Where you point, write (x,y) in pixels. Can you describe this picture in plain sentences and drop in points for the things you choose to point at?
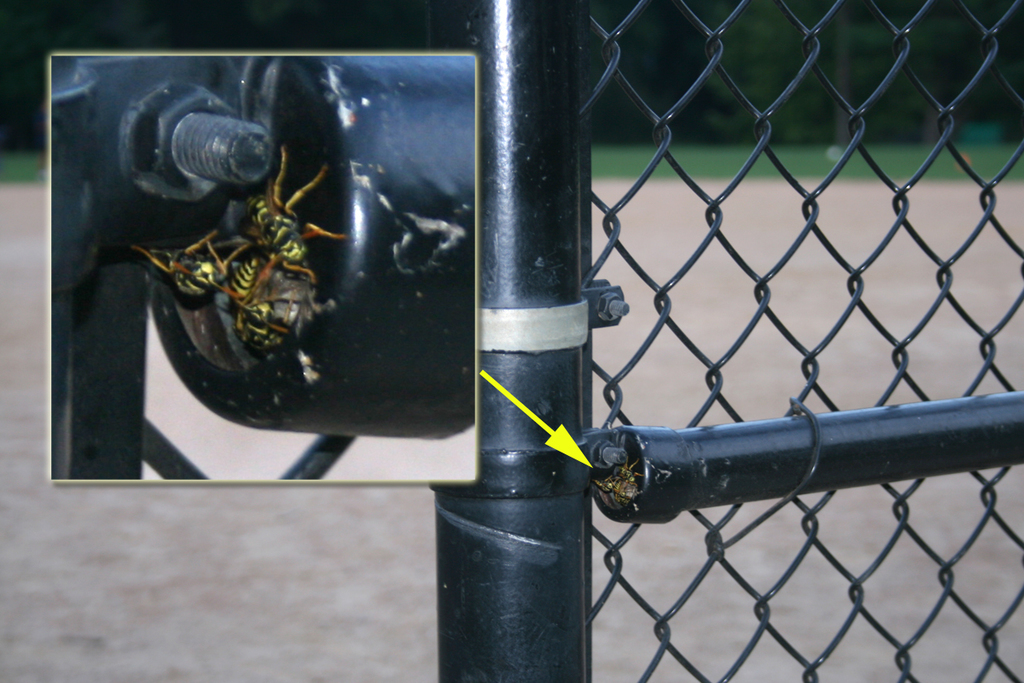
In this picture we can observe a black color fence (544,92). We can observe some insects (240,251) in this black color rod (651,452). We can observe a screw (192,143) here. In the background (661,57) there are trees (679,64) and some ground (252,573).
